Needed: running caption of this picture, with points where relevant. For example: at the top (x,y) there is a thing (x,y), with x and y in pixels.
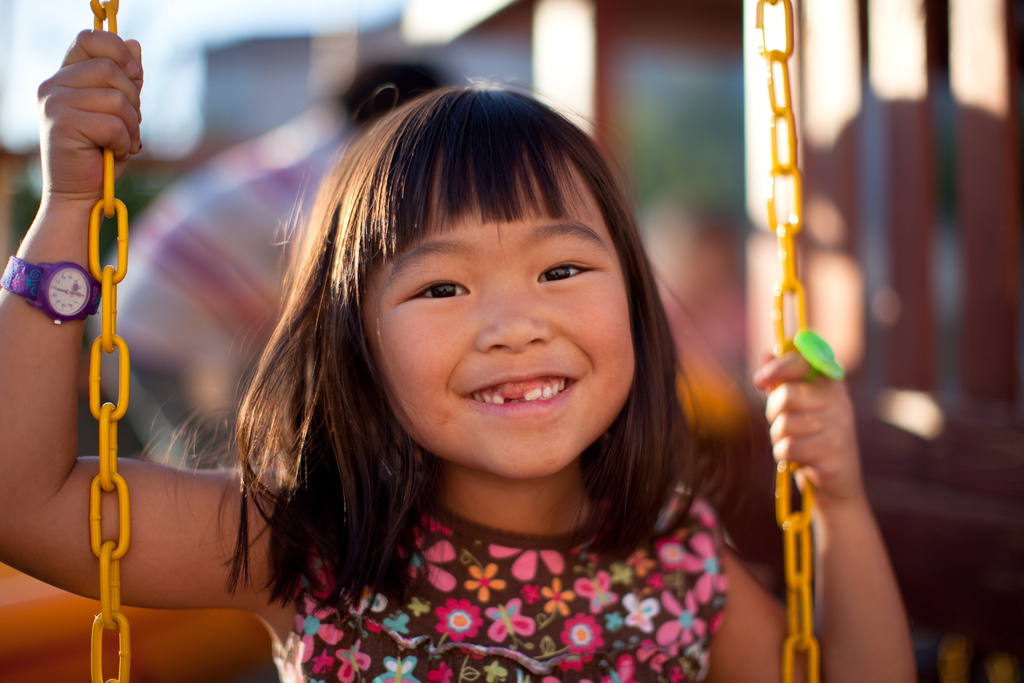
In this image, we can see a kid (636,441) wearing clothes (496,562) and holding chains (786,290) with her hands (42,115). In the background (26,107), image is blurred.
